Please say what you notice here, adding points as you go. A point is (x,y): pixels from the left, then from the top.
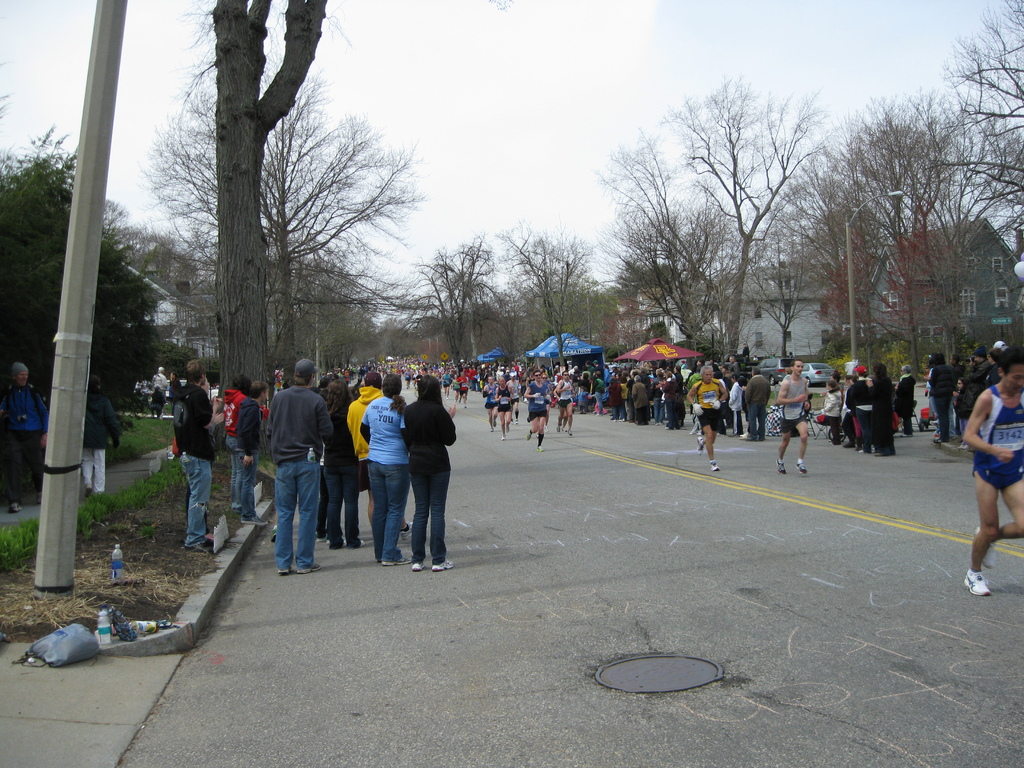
In the image there is huge crowd (807,409) on the road (501,449) and around the road (544,691) there are trees (793,313) and houses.
